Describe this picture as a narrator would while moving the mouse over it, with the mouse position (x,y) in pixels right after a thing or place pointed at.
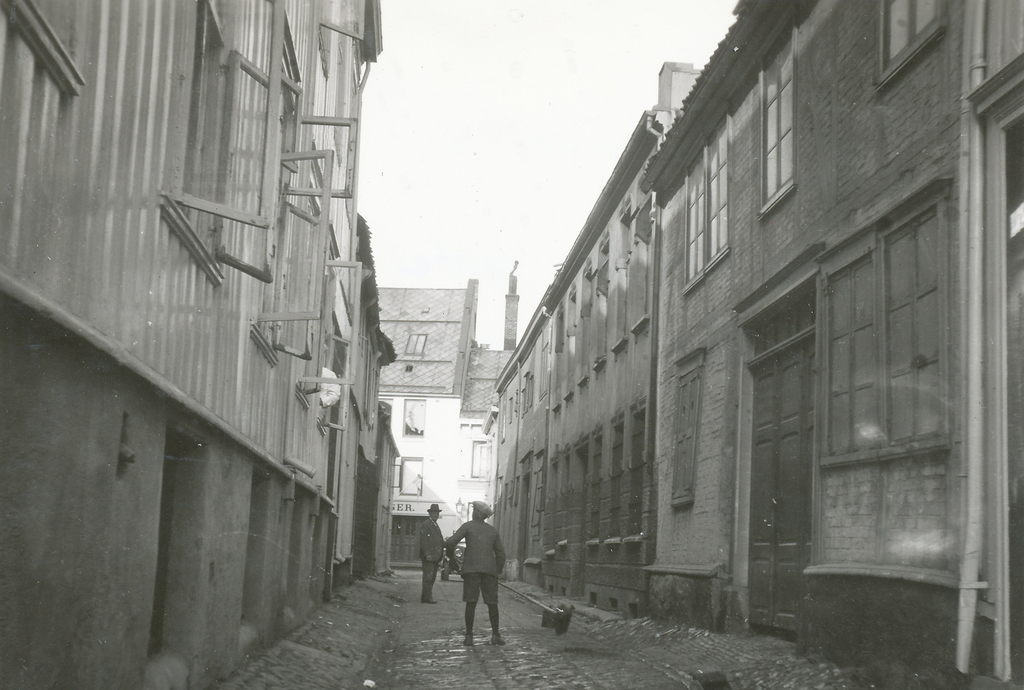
In this image we can see two persons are standing on the road (557,648). Here we can see buildings (653,488), door (795,369), poles (973,320), and windows (598,458). In the background (564,32) there is sky (397,127).
